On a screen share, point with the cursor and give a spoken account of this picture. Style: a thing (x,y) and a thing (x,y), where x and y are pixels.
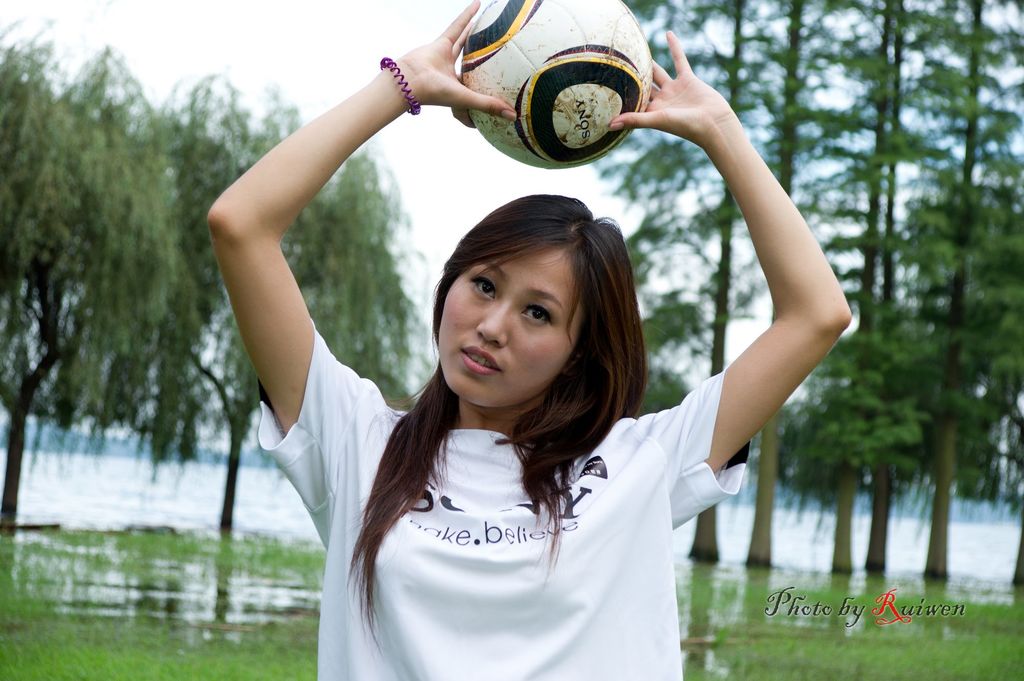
This image is clicked outside. there is sky (316,39) on the top (187,66). There are trees (108,233) on the left side (137,266) and right side (898,452). There is grass (894,636) in the bottom (288,578) and there is water (219,472) behind that grass (168,656). There is a woman (428,667) standing in the middle (387,441), she is wearing white color t-shirt (613,528) and she is holding a ball (565,139) in her hand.
